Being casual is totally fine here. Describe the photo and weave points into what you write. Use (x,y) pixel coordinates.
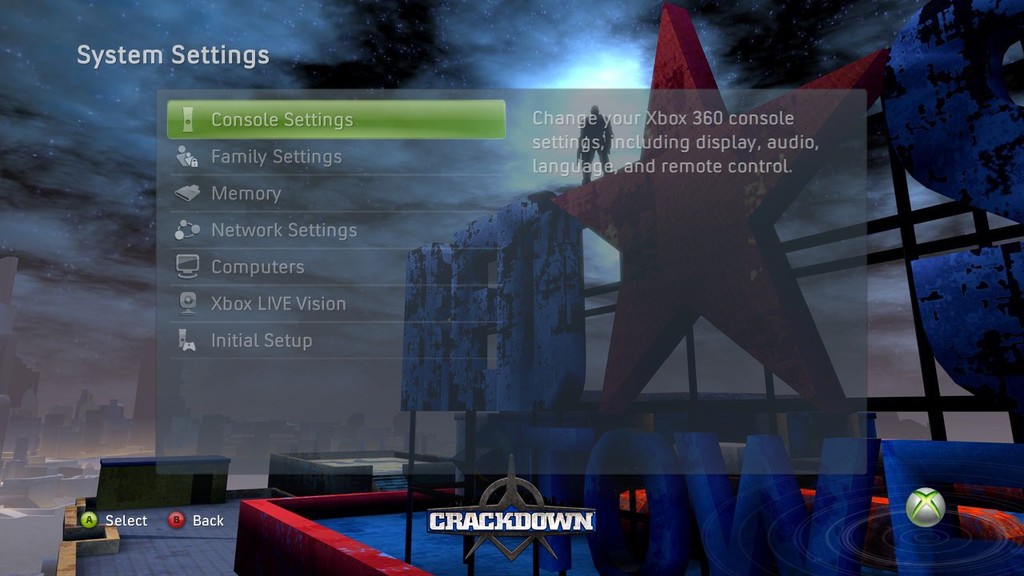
In the image it is a screenshot of a game, there are many options (370,144) and behind the options (403,131) there are some animated images (576,304).
